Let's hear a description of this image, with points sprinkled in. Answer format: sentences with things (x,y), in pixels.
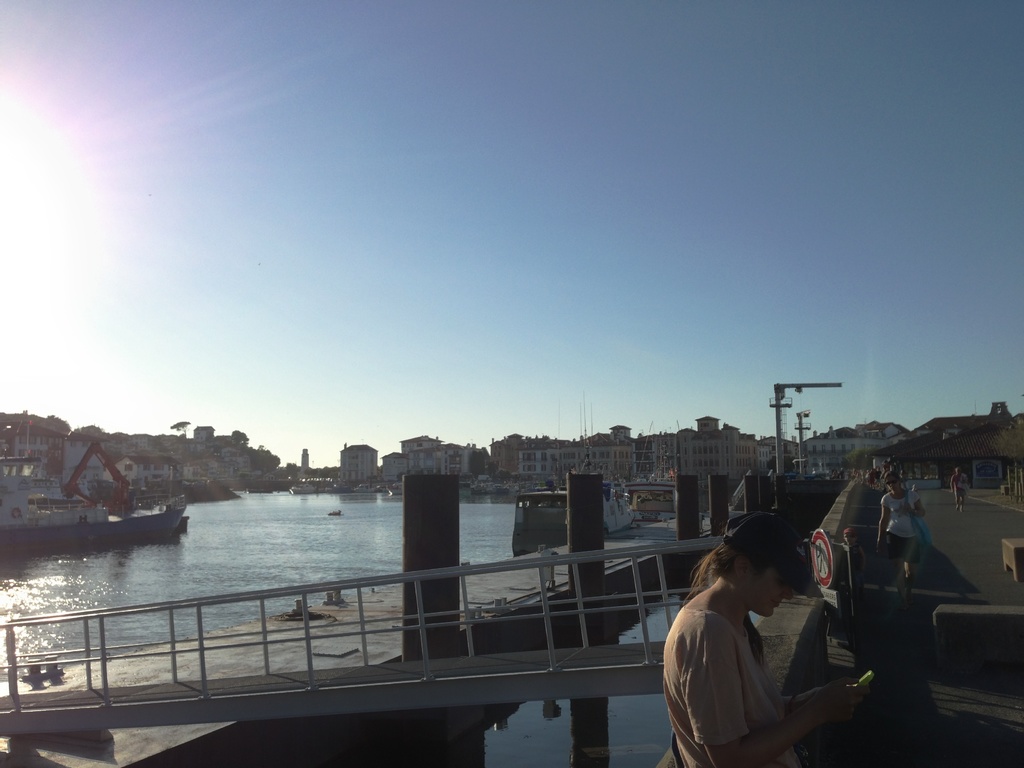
In this image, we can see a bridge (150,605) and there are some people (699,717), we can see water (657,705) and there are some buildings (523,471), at the top (736,191) there is a sky (567,172).
